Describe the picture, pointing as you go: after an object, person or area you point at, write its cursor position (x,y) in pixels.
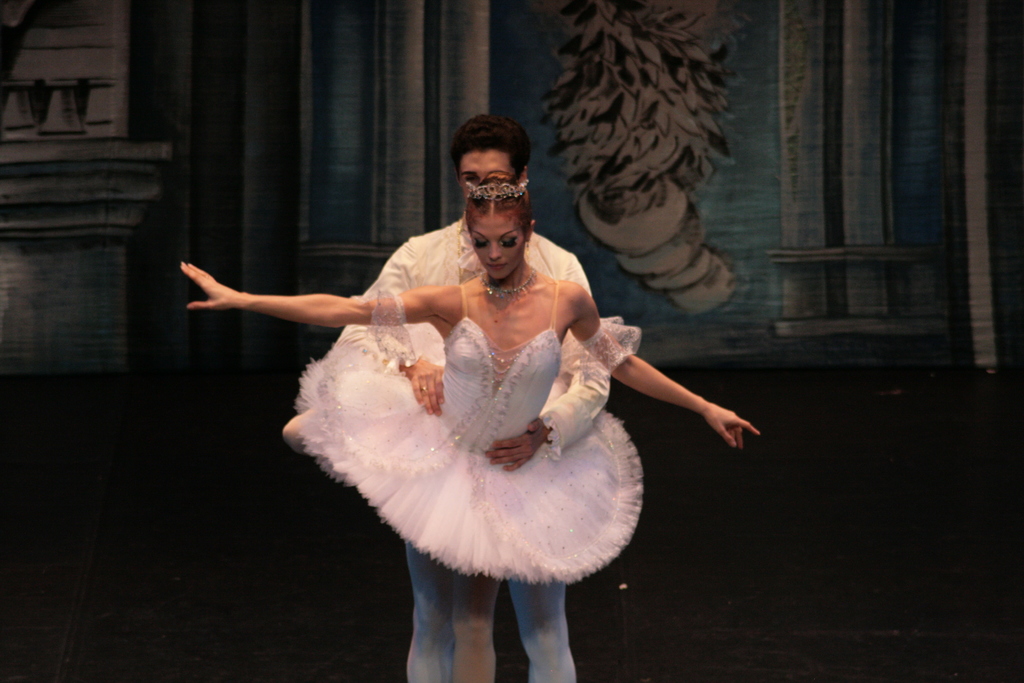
This picture is clicked inside. In the center (489,299) there is a woman (469,382) wearing a white color frock (475,463) and a person (457,237) wearing a white color dress (420,283) and both of them are standing and seems to be dancing. In the background (431,61) we can see the curtain (714,143) and the wall (817,151).
